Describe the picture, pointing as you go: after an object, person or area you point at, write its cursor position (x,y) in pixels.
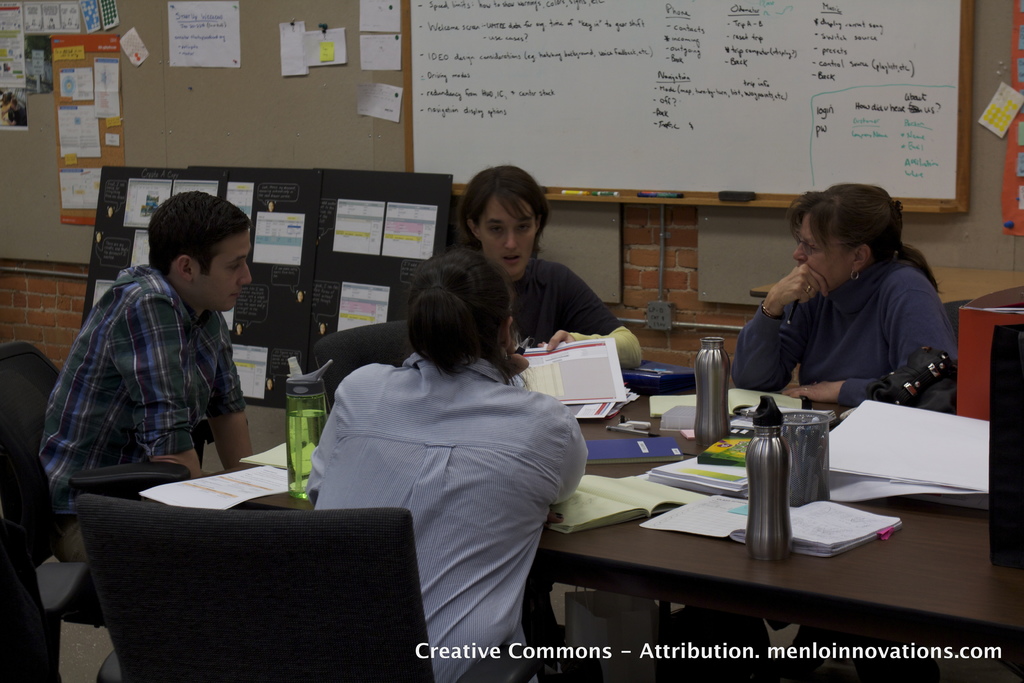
There are four persons (483,258) sitting on the chair (330,520). This is a table (677,568). there is a bottle (779,508), books (653,455), papers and some other objects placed on the table (910,571). At background (750,183) this is a whiteboard (741,170) with marker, duster (738,199). And this is a notice board (335,262) where some papers (384,293) are attached to it. Here are some papers (198,59) which are attached to the wall (294,131). This is a brick texture wall (641,302).
